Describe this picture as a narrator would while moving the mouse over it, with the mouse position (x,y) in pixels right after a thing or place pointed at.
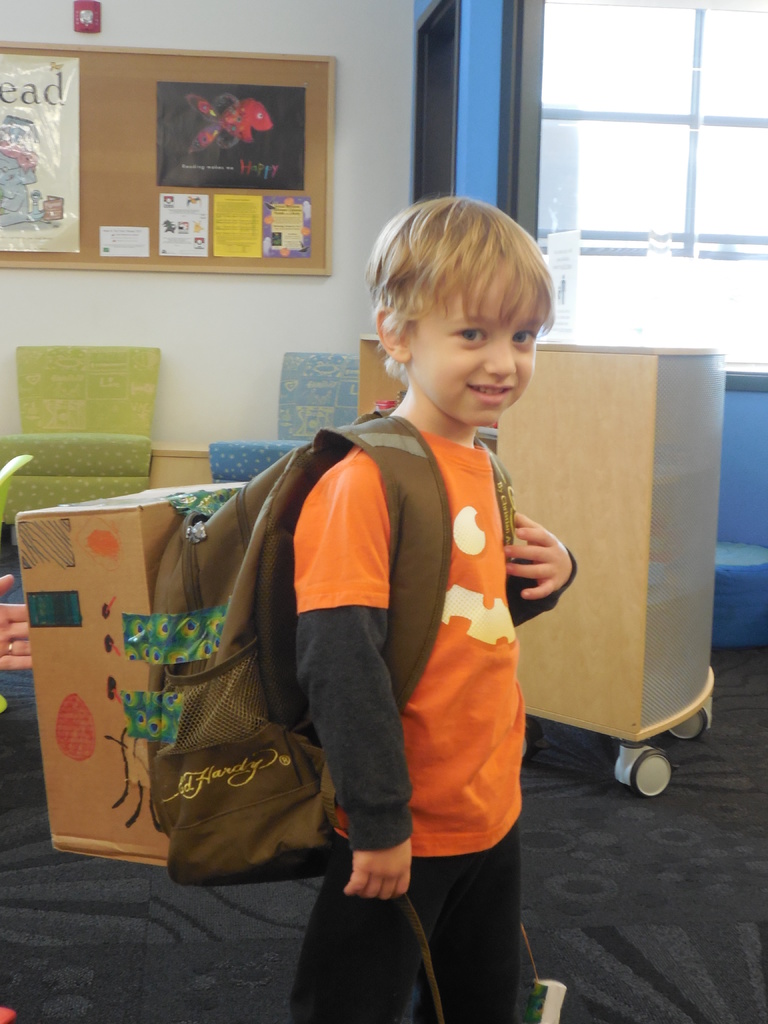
In this image we can see a boy (429,806) wearing a bag (206,863). In the background of the image (581,49) there is window (543,91). There is wall (355,240) with a board (328,174) and posters (15,77) on it. There are chairs (249,465). There is a box (109,503) with tapes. At the bottom of the image (575,988) there is carpet (142,978).
